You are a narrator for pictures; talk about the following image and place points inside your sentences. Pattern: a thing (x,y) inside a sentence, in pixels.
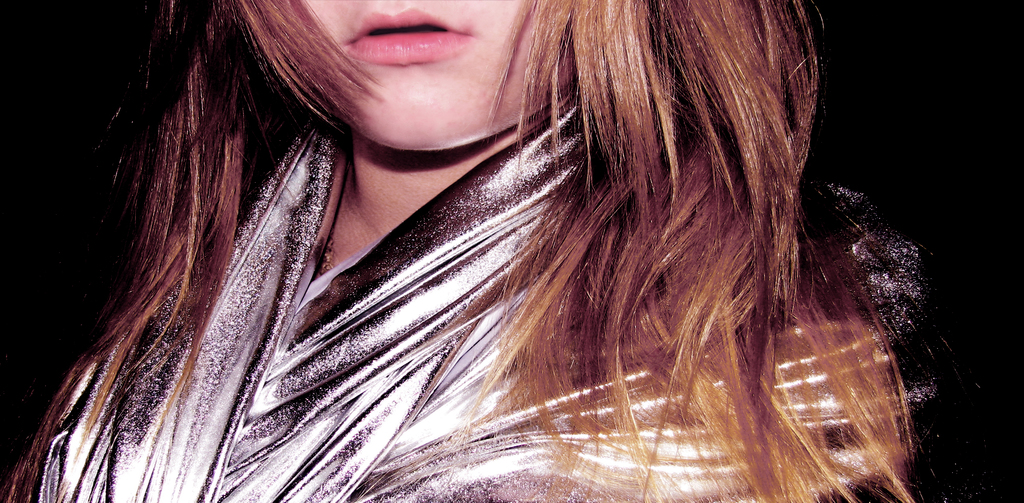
This is the picture of a truncated image and we can see a person (175,396) and the background (23,133) is dark.
